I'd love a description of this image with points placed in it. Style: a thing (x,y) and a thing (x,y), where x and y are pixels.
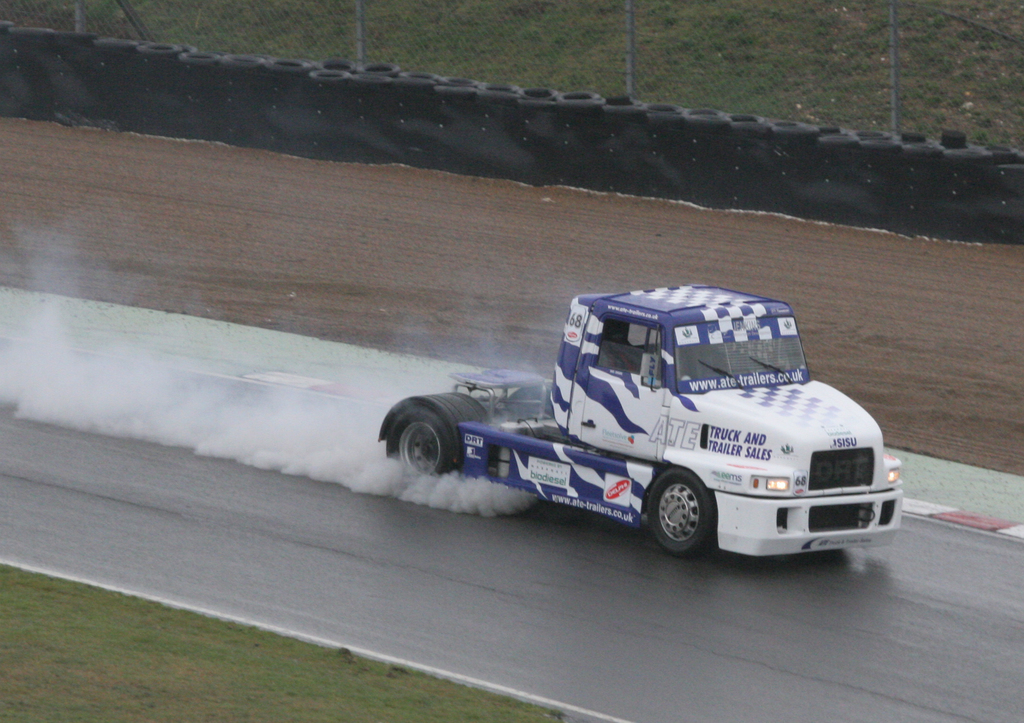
In this image we can see a trailer truck (531,402) on the road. At the bottom of the image (228,655) there is the grass (212,639). In the background of the image (545,184) there is a fence (892,62), wall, road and other objects (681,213).
